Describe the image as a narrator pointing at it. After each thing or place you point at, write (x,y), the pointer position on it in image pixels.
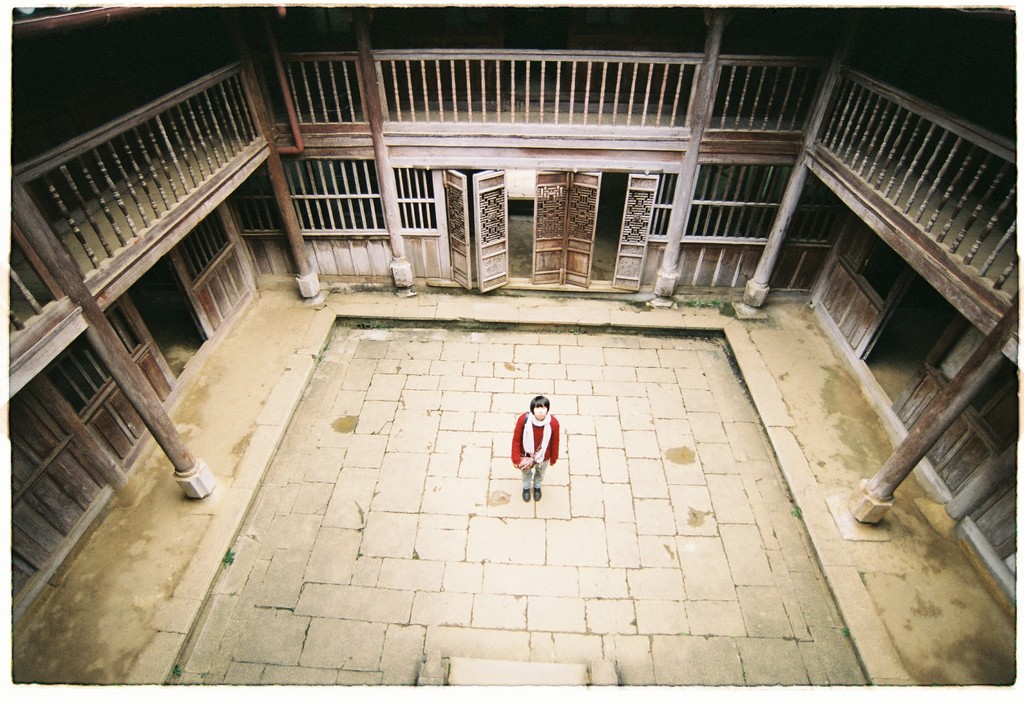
In this image, in the middle (493,460), we can see a man (538,483) standing on the floor (569,396). In the background (146,193), we can see doors (598,225), wood grills (131,195). At the top (147,31), we can also see black color, at the bottom (512,522), we can see few pillars (148,397) and a floor (226,644).
